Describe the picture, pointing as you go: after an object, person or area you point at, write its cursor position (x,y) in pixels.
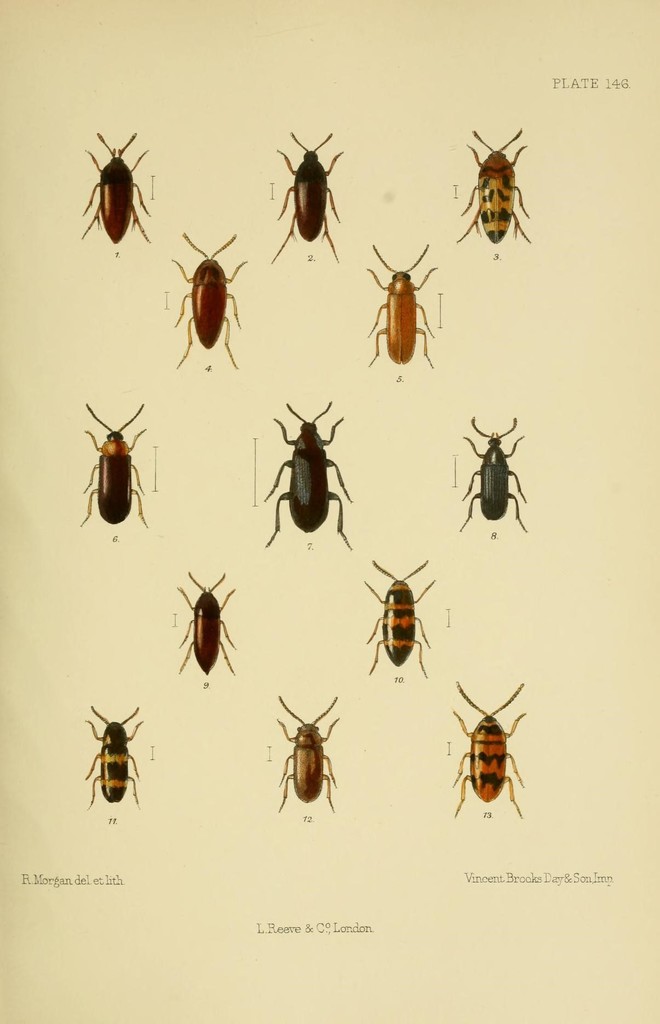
In this image we can see a paper (144,841) on which there are different types of insects (309,446) and text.
